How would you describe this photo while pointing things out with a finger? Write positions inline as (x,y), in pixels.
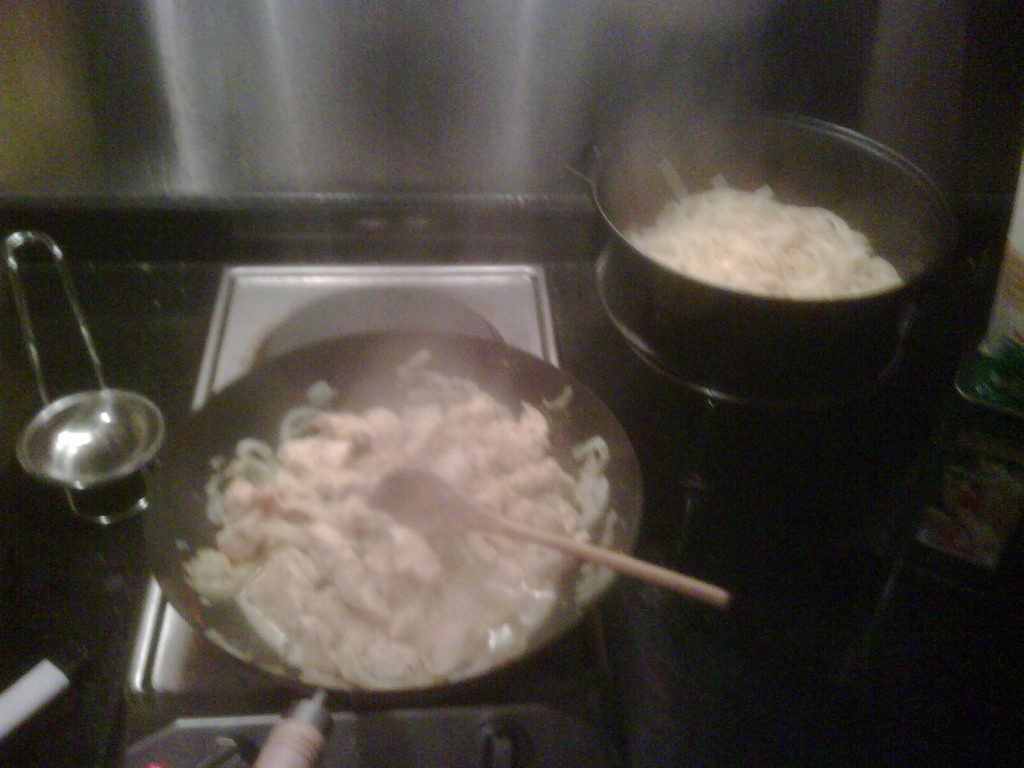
There are utensils (483,382) on the stoves (665,514) which contains food items (526,475). There is a wooden spatula (718,591) in a vessel (588,579).
